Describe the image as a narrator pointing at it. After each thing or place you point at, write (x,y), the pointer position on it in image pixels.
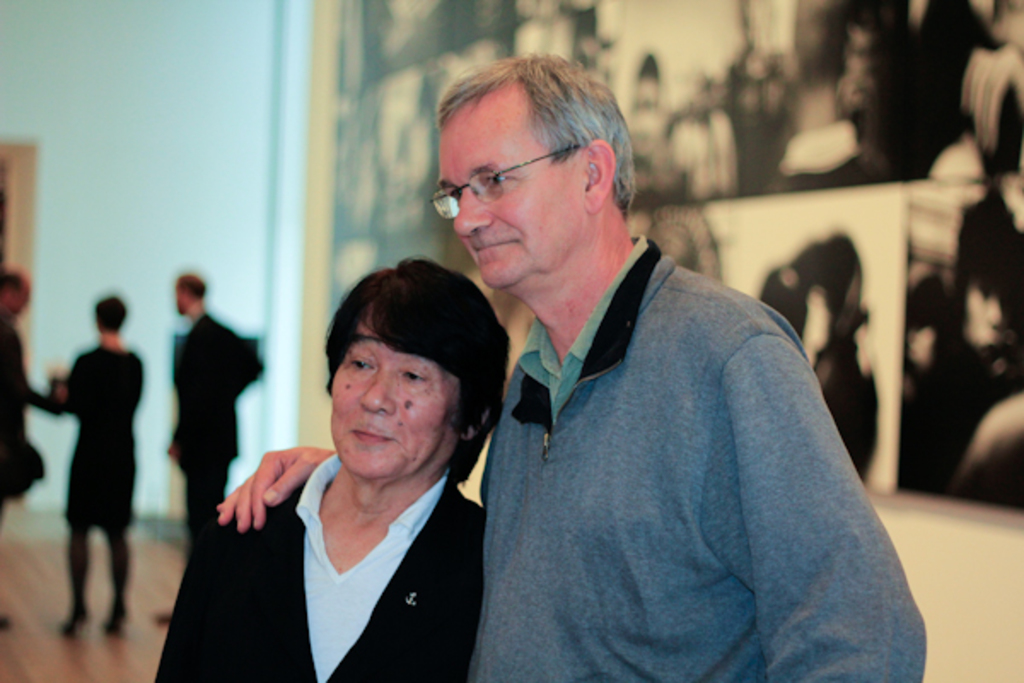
As we can see in the image there is wall (199,102), few people (180,382) here and there. The man (688,404) over here is wearing grey color jacket (666,541) and the person (454,496) over here is wearing black color jacket (294,601).
